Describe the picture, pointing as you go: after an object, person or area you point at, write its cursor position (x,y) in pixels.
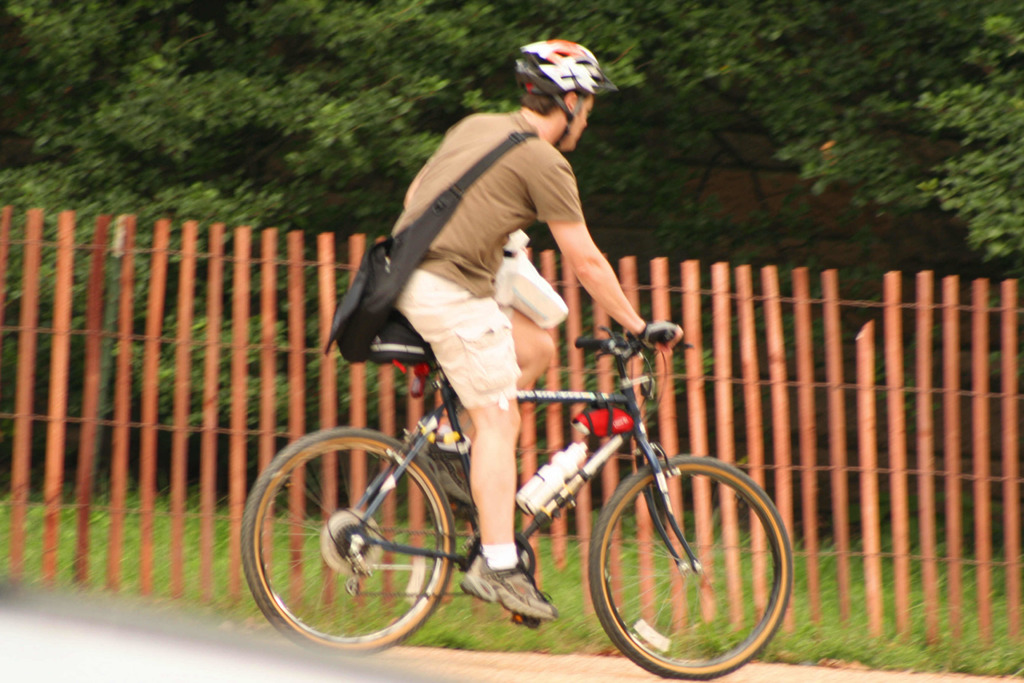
In this image the person (521,210) is riding a bicycle (635,612) on road (570,652) with a helmet (601,70) and backpack (410,257). At the background (323,137) there are trees (361,40) and a fencing (208,356).
